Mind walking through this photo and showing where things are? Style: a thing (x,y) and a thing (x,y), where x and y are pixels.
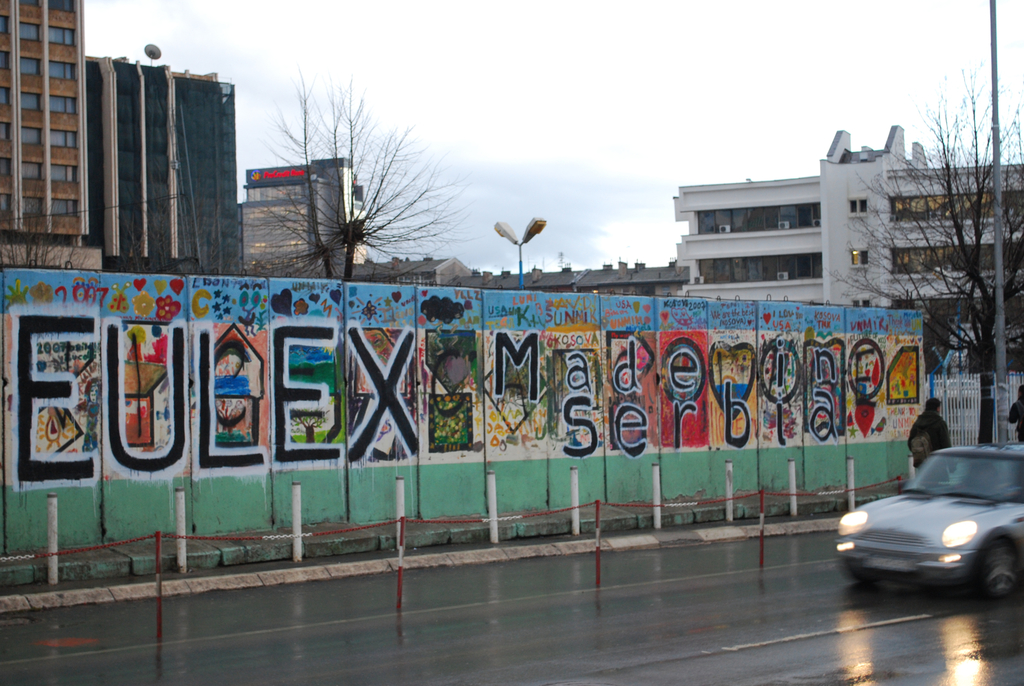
This picture is clicked on road (546,643). To the right corner (890,554) there is car (955,510). There are people (937,436) walking on the walkway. On the wall (810,421) behind the walkway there is text (682,399) and colorful images (656,379) of flowers (172,303), butterflies (120,306), clouds (447,307), hearts (279,310) and many other things (558,364). In the background (760,215) there are buildings (740,215), street lights (504,233), poles (996,171), trees (340,237) and sky (576,88). There is a dish antenna (160,56) on a building (171,84).
